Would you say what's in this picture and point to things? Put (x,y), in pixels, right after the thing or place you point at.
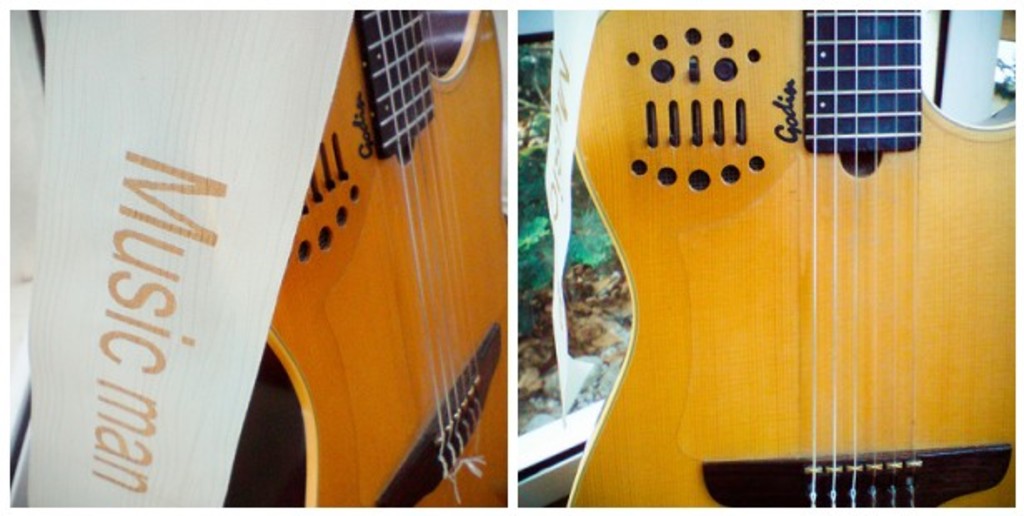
In this image I can see two guitars (615,194) and with the name music man (143,325).
